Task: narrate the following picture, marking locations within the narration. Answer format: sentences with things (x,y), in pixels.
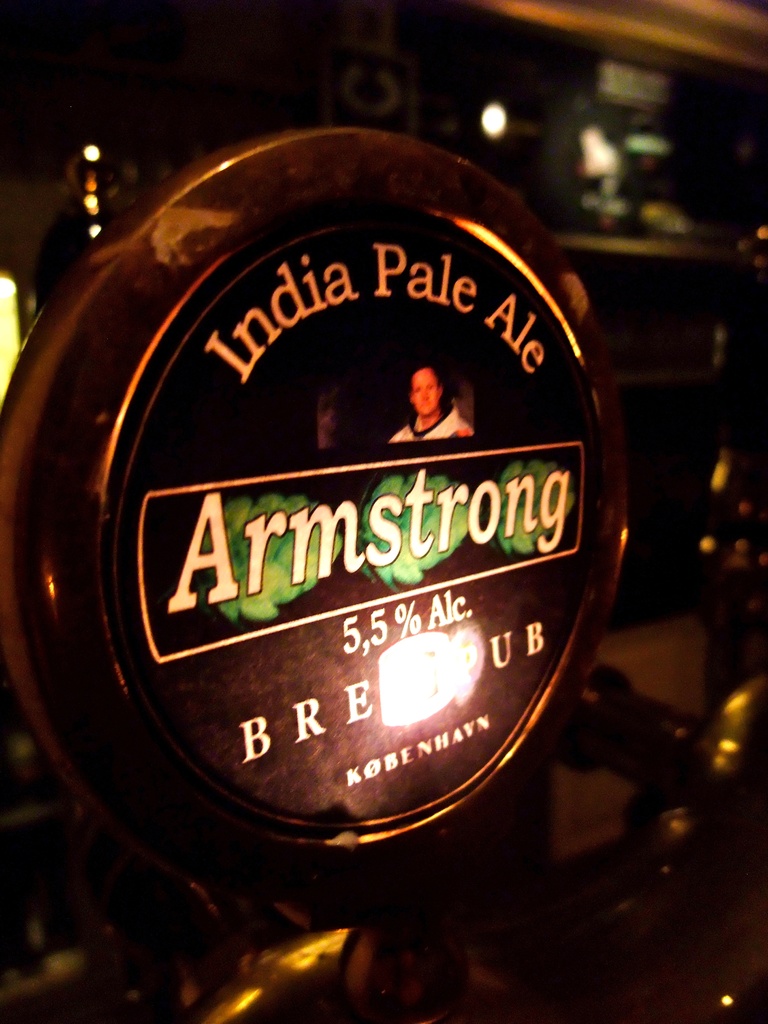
In this image we can see a name board (398,432) and electric lights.
